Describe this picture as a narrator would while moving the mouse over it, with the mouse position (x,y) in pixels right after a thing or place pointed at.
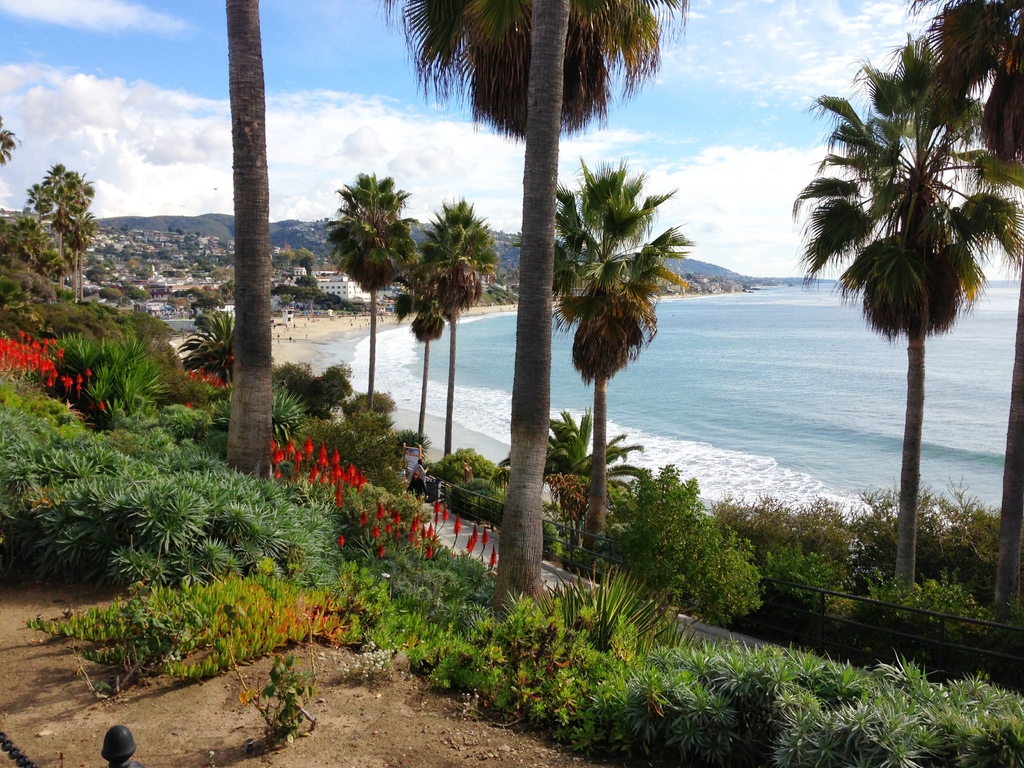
In this image we can see some trees (11,252) and plants (566,704) with flowers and there is a path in between the plants (370,538) and we can see some people (417,489) standing near the fence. We can see the ocean (555,336) on the right side (718,299) and there are some buildings (199,284) and there is a sky (732,97) with the clouds (4,70) at the top (470,126).
